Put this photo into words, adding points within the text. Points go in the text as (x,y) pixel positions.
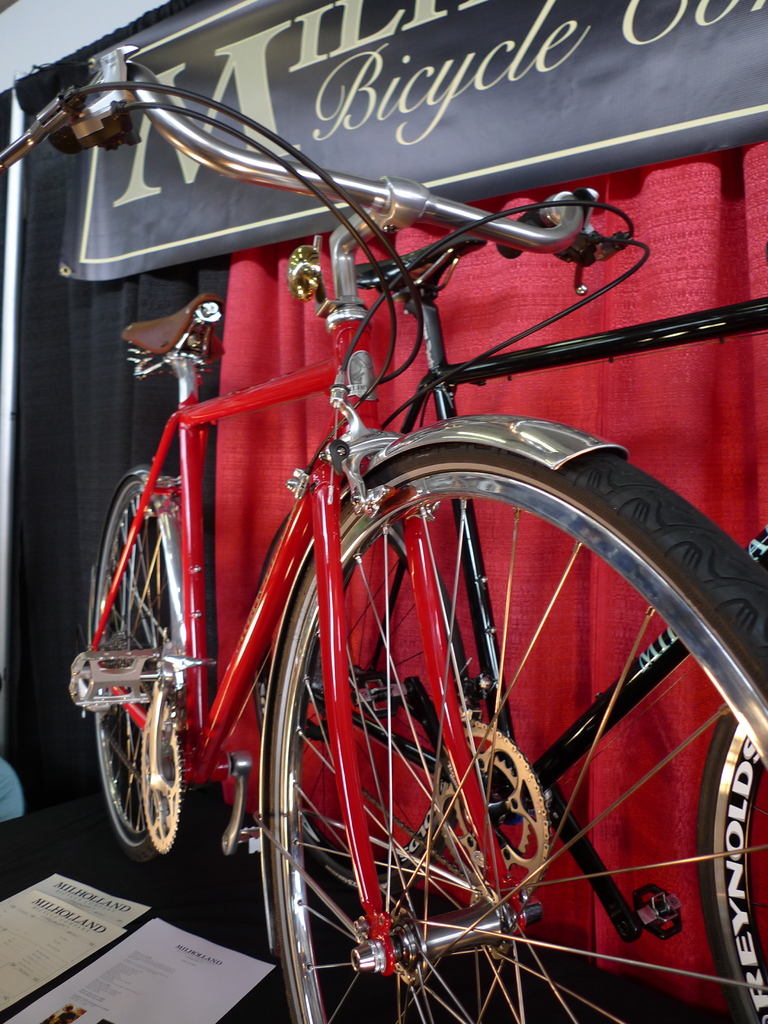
This is a zoomed in picture. On the left (96,874) there is a table (220,855) on the top of which papers (90,940) are placed and we can see a red color bicycle (582,541) is placed on the top of the table (207,867). In the background (564,270) there is a red color curtain (627,253) and we can see a black color curtain (88,303) and black color board (703,76) on which we can see the text (258,69).
